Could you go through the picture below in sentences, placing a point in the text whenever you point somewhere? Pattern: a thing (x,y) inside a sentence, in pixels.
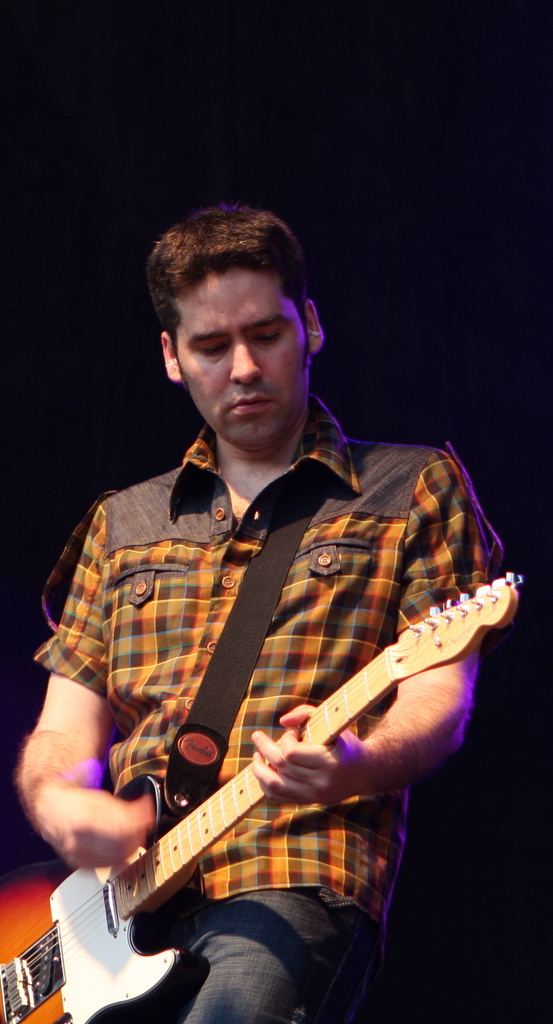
In this image i can see a man (254,424) standing and playing guitar (251,777).
